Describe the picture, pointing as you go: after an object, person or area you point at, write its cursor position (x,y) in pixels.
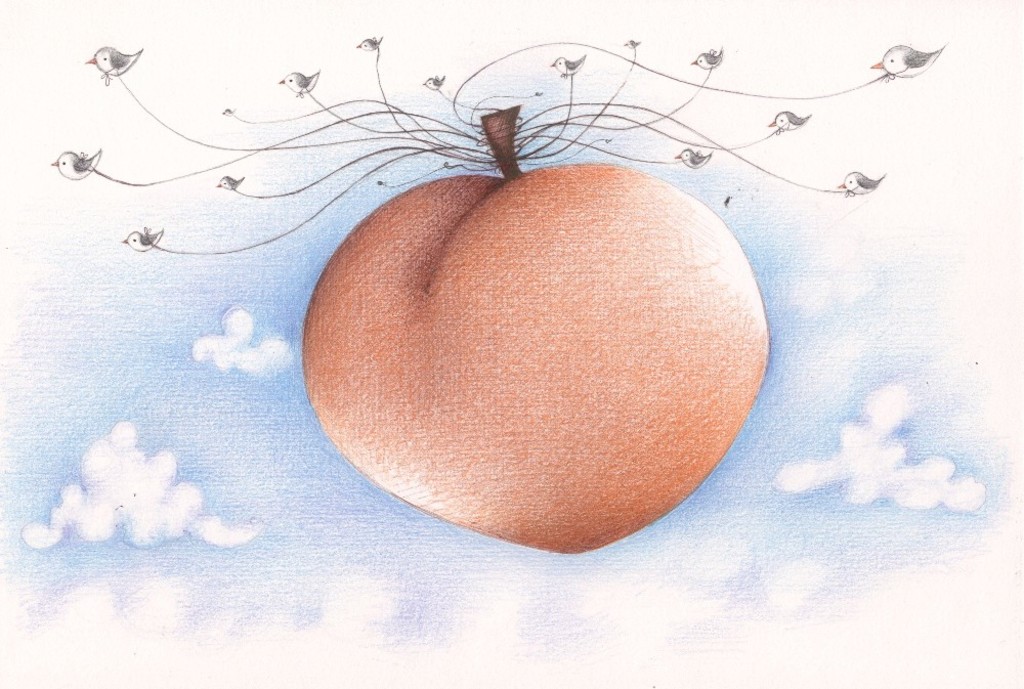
In this image we can see a picture (379,133). In the picture (693,205) there are sky (238,479) with clouds (787,565), and threads (321,110) hanged to it.
